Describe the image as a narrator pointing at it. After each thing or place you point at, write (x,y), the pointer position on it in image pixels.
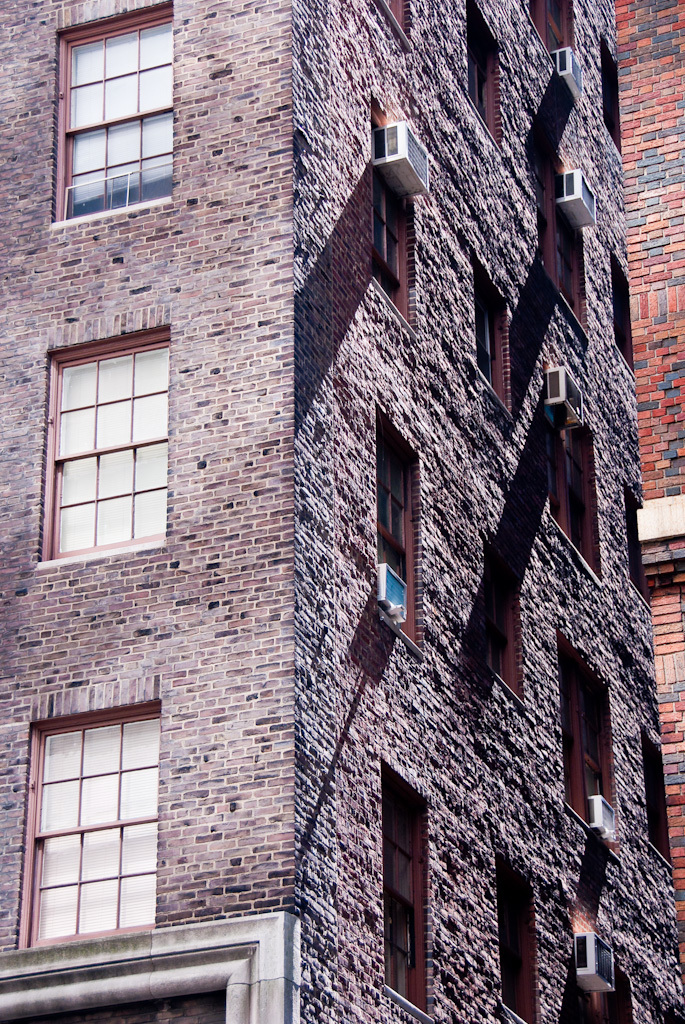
This image consists of a building (351,603). It has windows (93,869). It has AC's (375,138).
